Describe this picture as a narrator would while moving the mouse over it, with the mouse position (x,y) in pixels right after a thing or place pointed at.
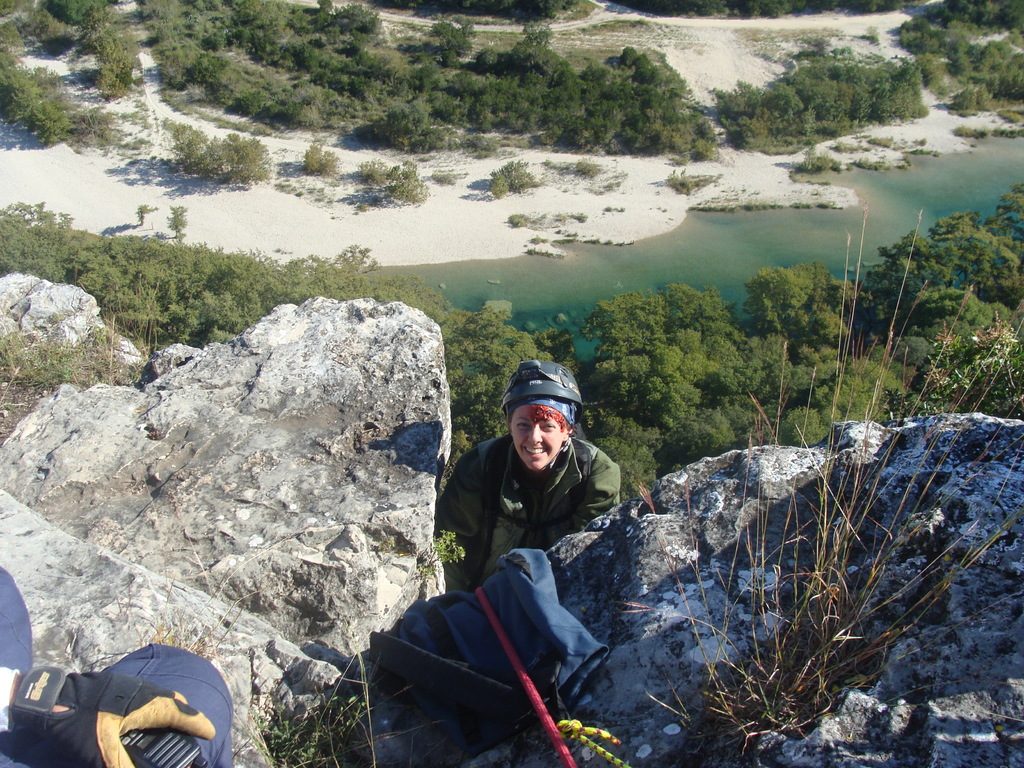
It is image in the center (595,498) there is a person (507,548) smiling. In the front (507,632) there is a stick (534,688) and there is a person (165,720) and there is a dry plant (808,624). In the background (55,251) there are trees (449,123) and there is water (725,244).
